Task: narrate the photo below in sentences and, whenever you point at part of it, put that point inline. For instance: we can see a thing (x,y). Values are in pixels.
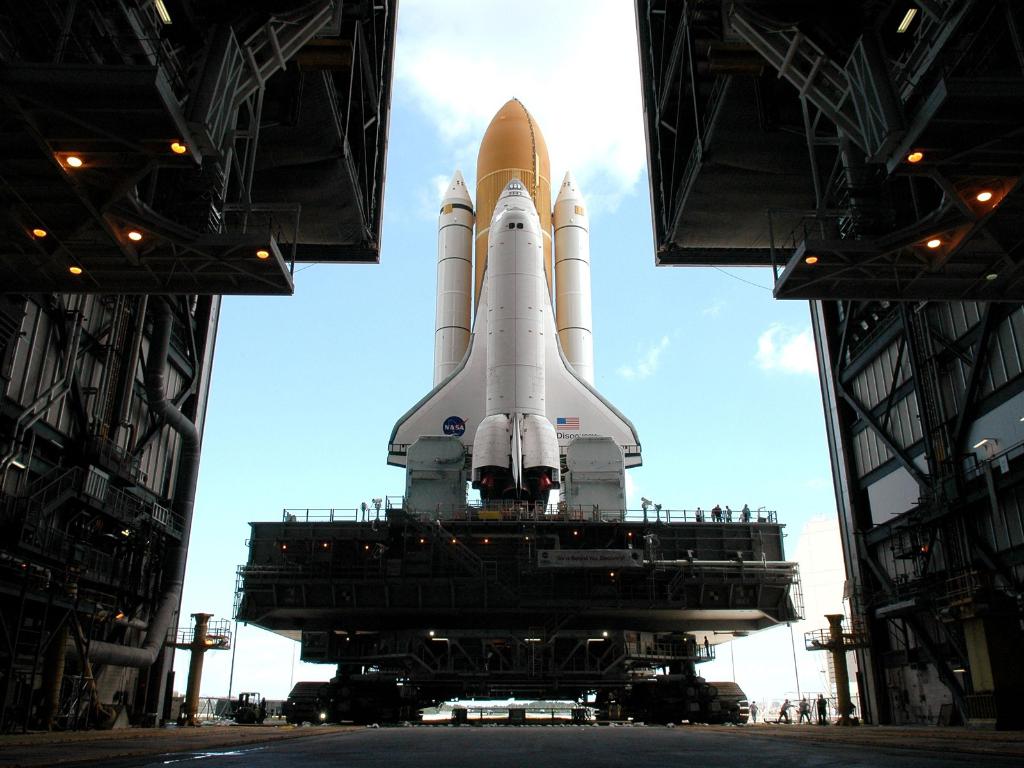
In the middle of the image (494,424) we can see a space shuttle (501,468) on the transporter (450,570) and sky (404,393) with clouds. On the right side of the image (924,10) we can see iron grill (810,631), poles (834,644) and electrical lights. On the left side of the image (136,229) we can see iron grill (228,186), pipelines (163,620), electrical lights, pole (207,628), motor vehicle (235,711) and persons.
